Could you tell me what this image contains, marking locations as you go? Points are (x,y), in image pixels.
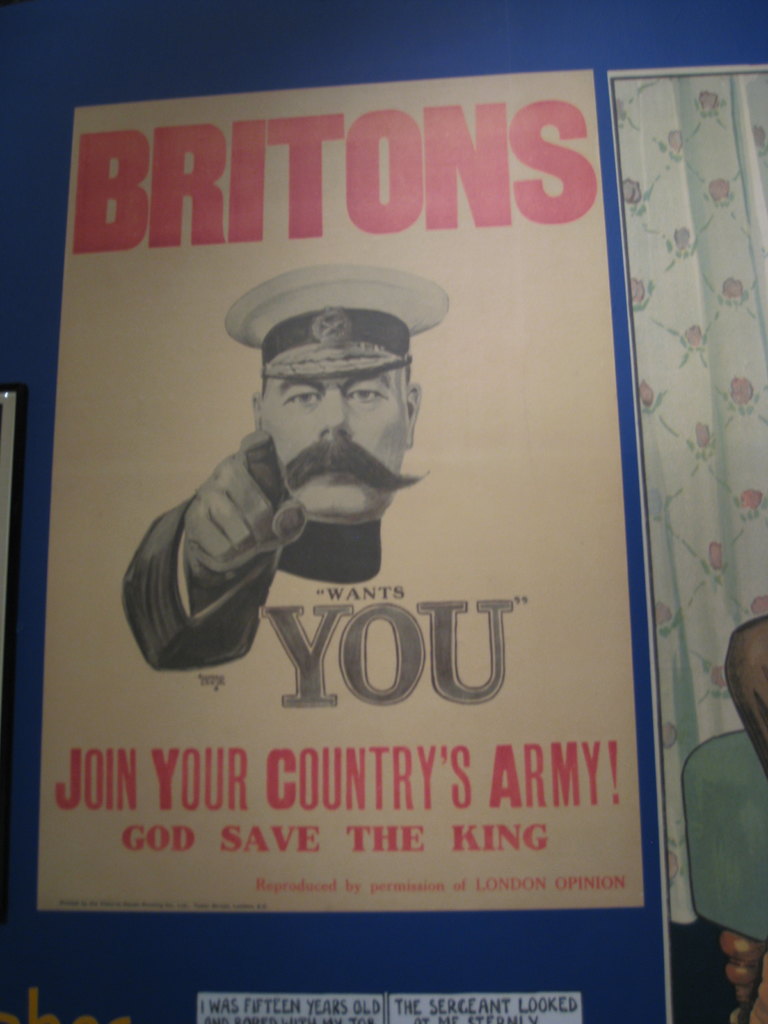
In this image we can see a poster (145,260) with a picture (293,314) and text (159,231) written on it.
